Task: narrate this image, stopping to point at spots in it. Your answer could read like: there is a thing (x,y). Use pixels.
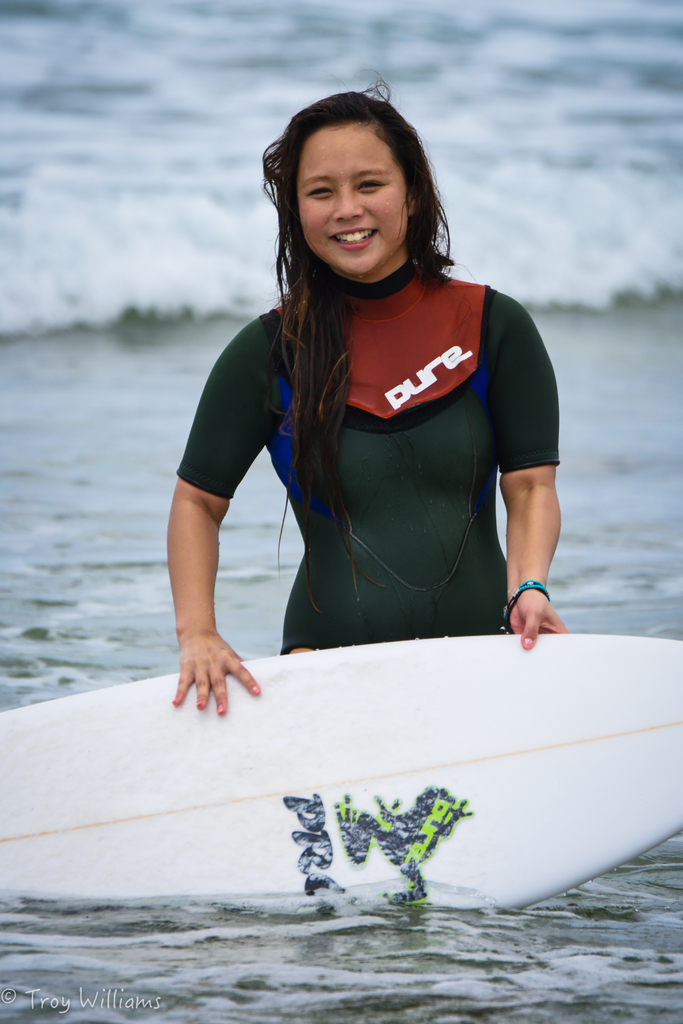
As we can see in the image, there is a woman (408,371) standing in water (112,406) and holding surfboard (294,802).
